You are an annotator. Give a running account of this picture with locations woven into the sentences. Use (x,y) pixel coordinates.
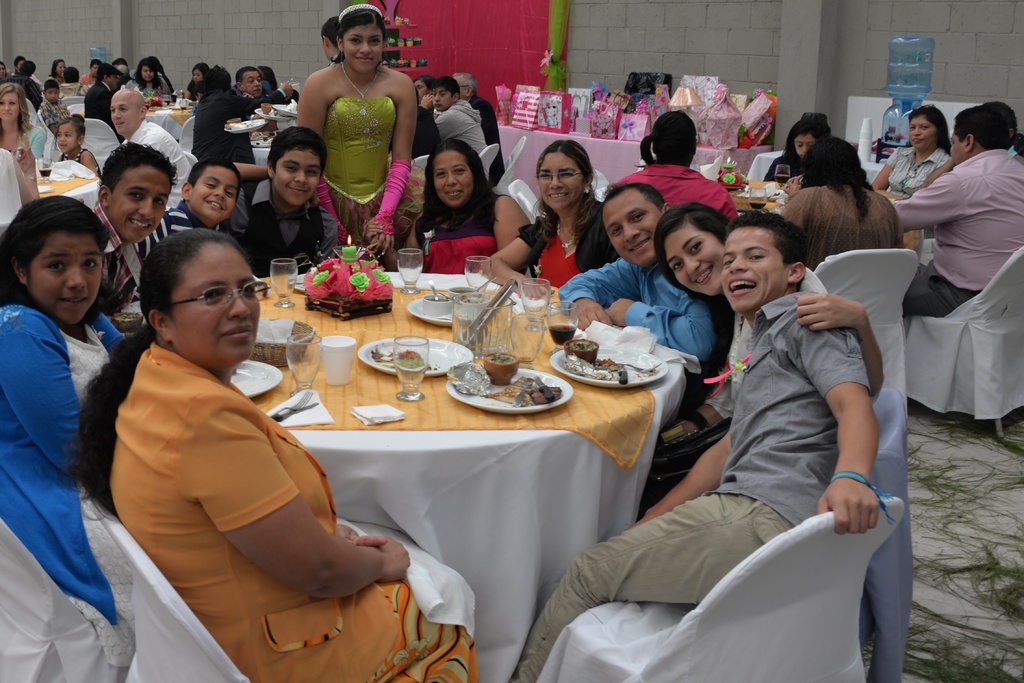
In this image we can see a group of people (493,211) are sitting on the chair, and in front (371,365) here is the table (561,432) and plates (420,317) and glasses (515,324) and cake (330,269) and some objects (501,371) on it, and here a woman (321,95) is standing, and here is the wall (604,42), and here are the gifts (613,106).
